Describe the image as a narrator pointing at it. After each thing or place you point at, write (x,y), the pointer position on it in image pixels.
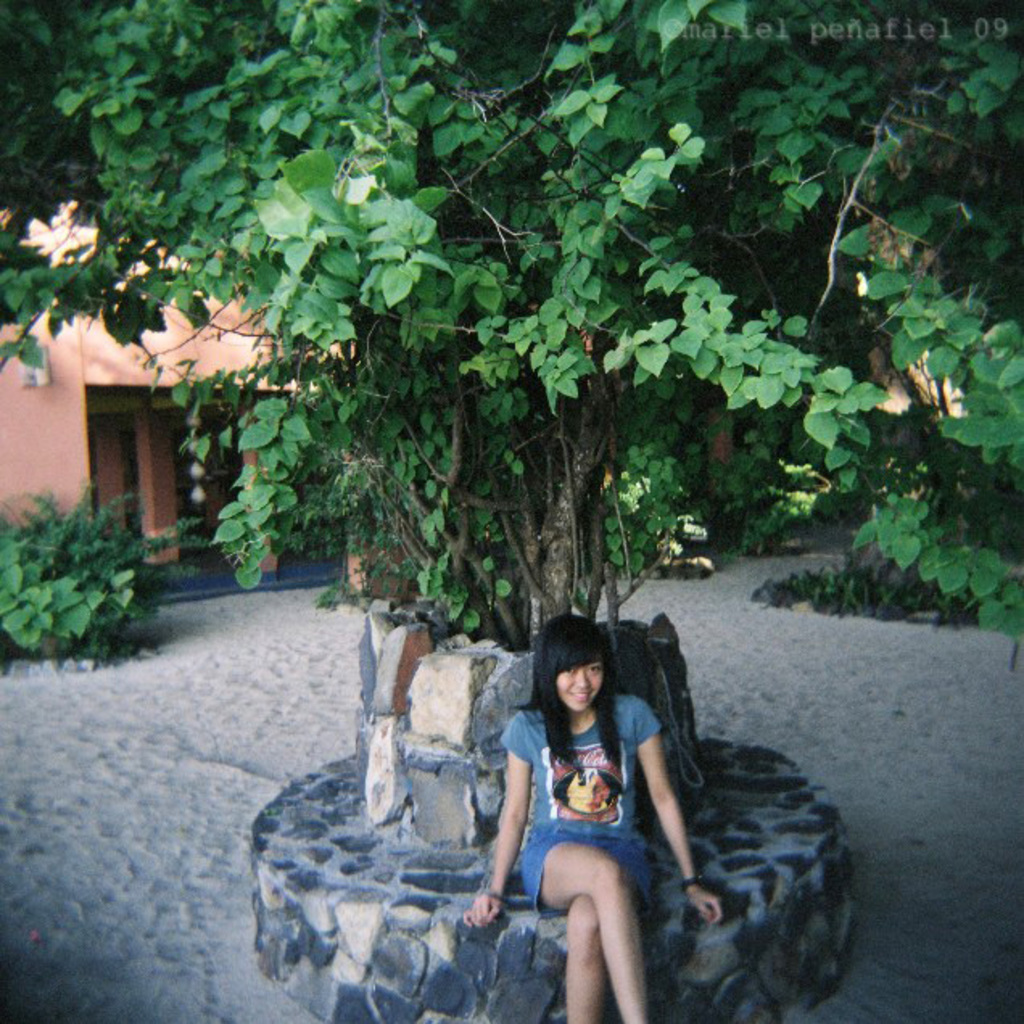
In this image, we can see a person (553,805) sitting on an object (556,943). We can see a tree (572,483) and some objects (377,774). We can also see the ground (192,820) with some sand (231,693). We can see some plants (932,594) and a house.
